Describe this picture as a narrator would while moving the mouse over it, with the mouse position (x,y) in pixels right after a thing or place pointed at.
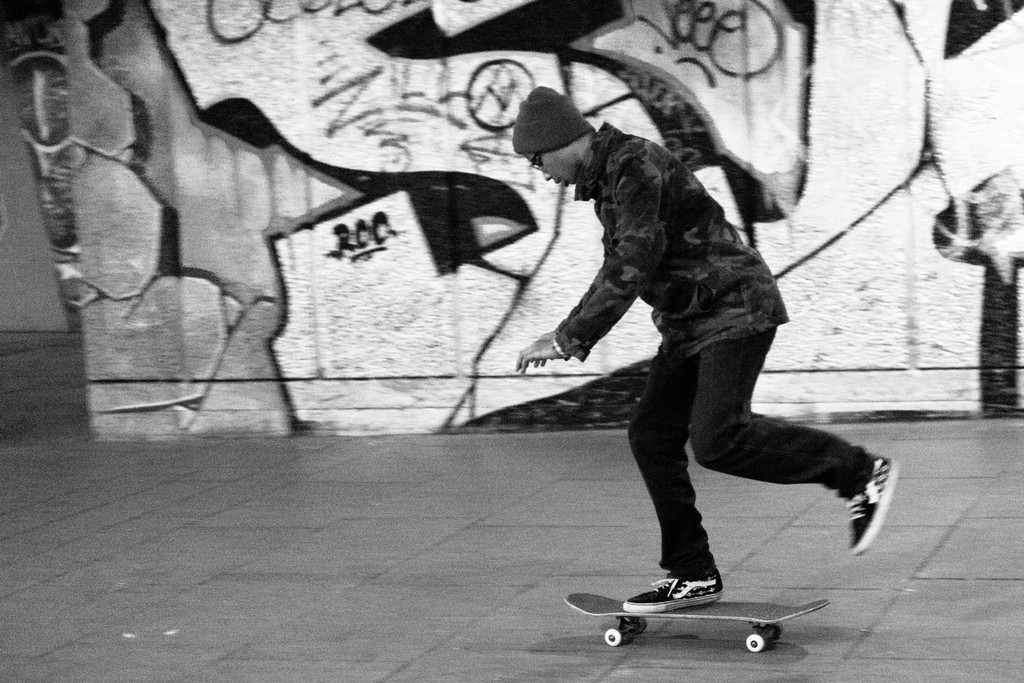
In this picture, we can see a person (658,525) on the skateboard (755,611), we can see the ground (874,548), wall (707,15) with some art (541,274).
